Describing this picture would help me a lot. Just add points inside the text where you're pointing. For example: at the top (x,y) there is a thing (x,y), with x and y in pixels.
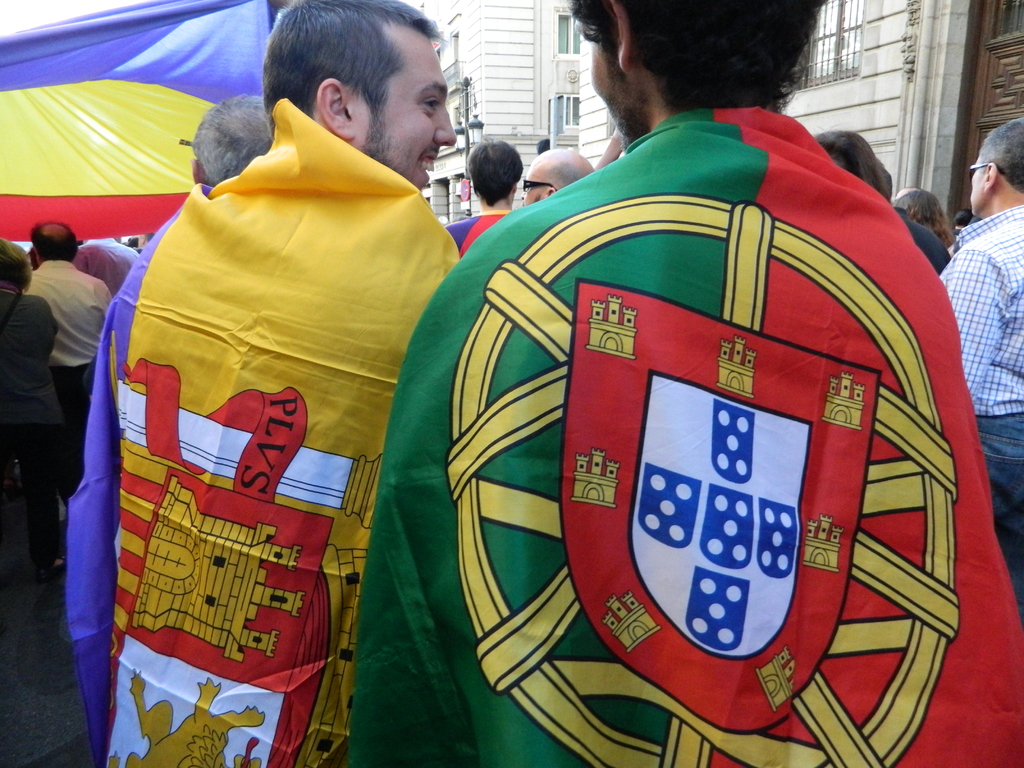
In this image I can see some people (697,93). In the background (582,92), I can see the buildings (506,102).
